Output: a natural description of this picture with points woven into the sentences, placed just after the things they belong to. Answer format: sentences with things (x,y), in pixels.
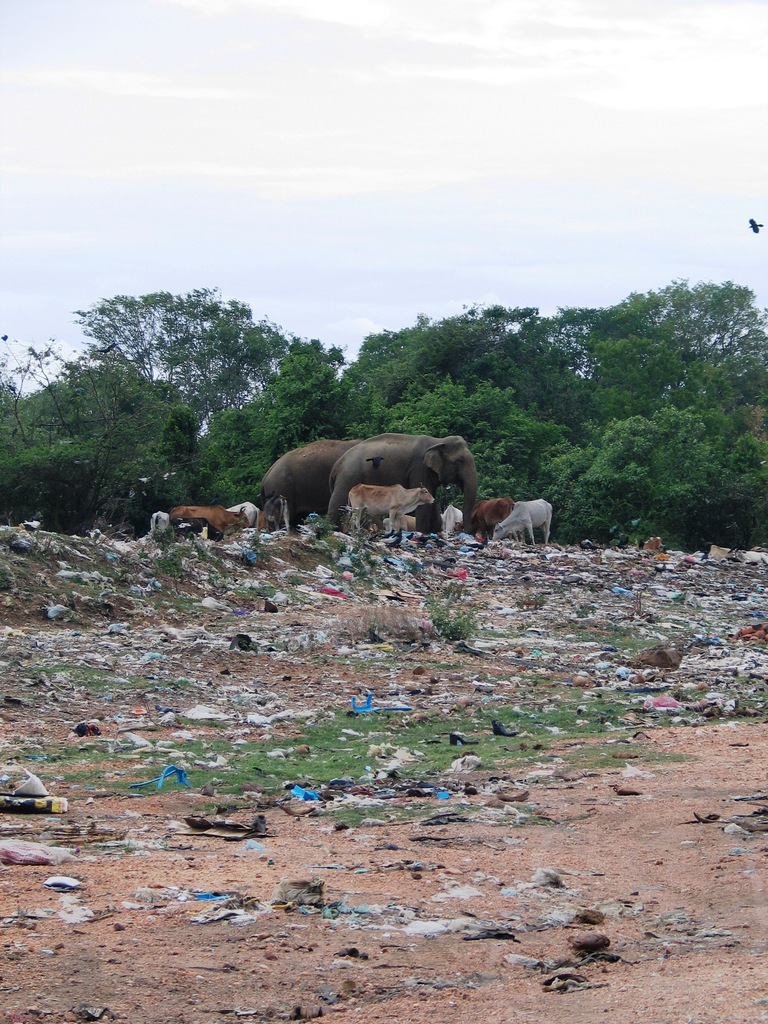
In the foreground of the image (590,801) we can see sand (236,931), grass (354,774) and waste material (383,913). In the middle of the image (437,459) we can see animals (410,524) and trees (182,384). On the top of the image (381,204) we can see the sky (412,195).
